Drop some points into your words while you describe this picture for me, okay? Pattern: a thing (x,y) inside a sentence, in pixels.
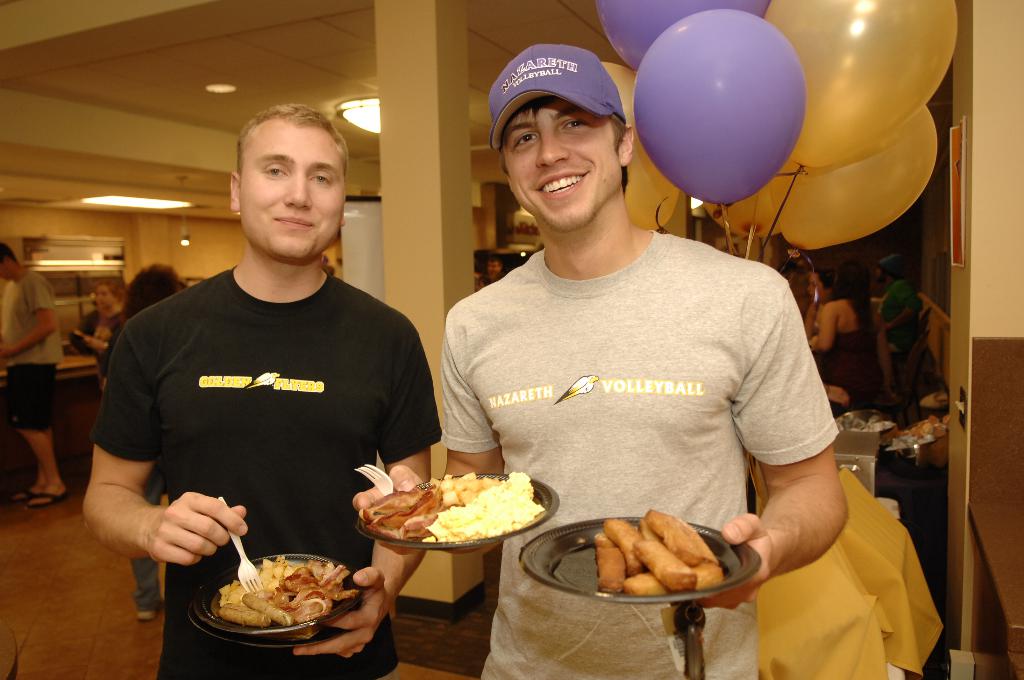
In front of the picture, we see two men (423,358) are standing. The man (615,343) on the right side (692,314) is wearing a violet cap (565,92) and he is holding the fork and the two plates (548,547) containing the food (687,546). Beside him, we see a man (300,406) in the black T-shirt (276,472) is holding the two plates (302,625) containing food (286,581) and a fork (220,497). Both of them are smiling and they are posing for the photo. Behind them, we see a yellow cloth (856,526) and a pillar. We see the balloons (748,160) in yellow and violet color. We see the people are sitting on the chairs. On the right side (980,490), we see a wall (964,307) in white and brown color. On the left side (124,286), we see three people (31,316) are standing. Beside them, we see a countertop (77,367) and a white color object (94,266). In the background (119,212), we see a wall (200,254) and a projector screen (358,266). At the top (342,90), we see the lights (131,204) and the ceiling (358,47) of the room (135,80).
